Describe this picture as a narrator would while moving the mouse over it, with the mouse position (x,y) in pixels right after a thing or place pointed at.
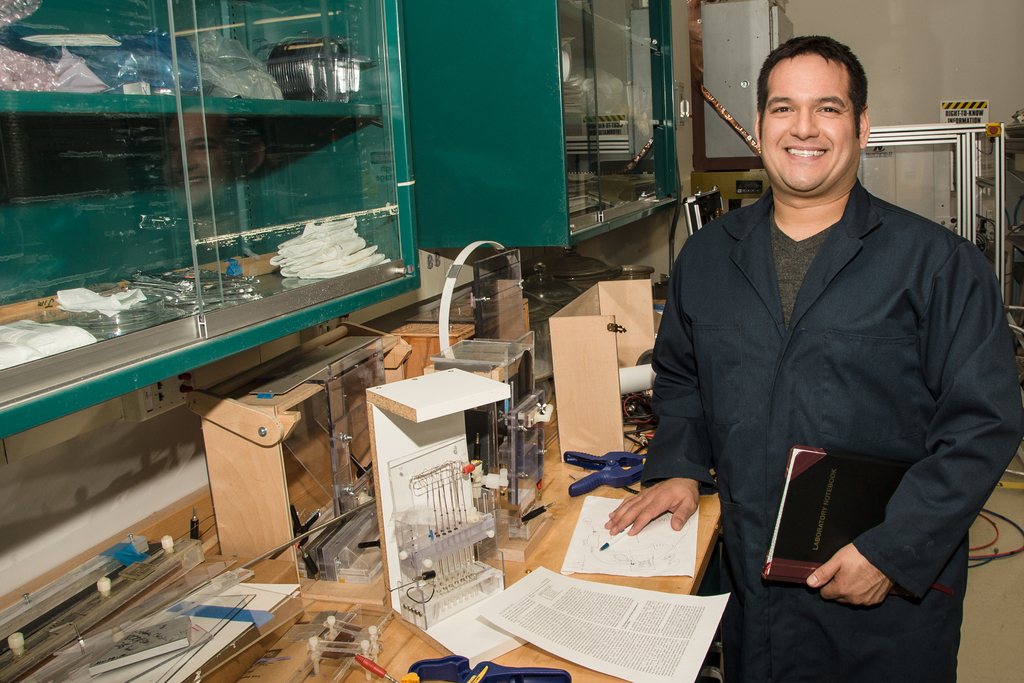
In this picture there is a man (728,272) standing and smiling and holding a book (809,579) and we can see papers (567,584), tools (455,676) and objects (419,603) on the table (380,604). We can see cupboards (266,221) and we can see clothes (372,261), cover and few things (228,281) in this cupboard (341,216). In the background of the image (991,115) we can see board (961,104), rods (936,129), wall (686,237) and few objects (939,193).
